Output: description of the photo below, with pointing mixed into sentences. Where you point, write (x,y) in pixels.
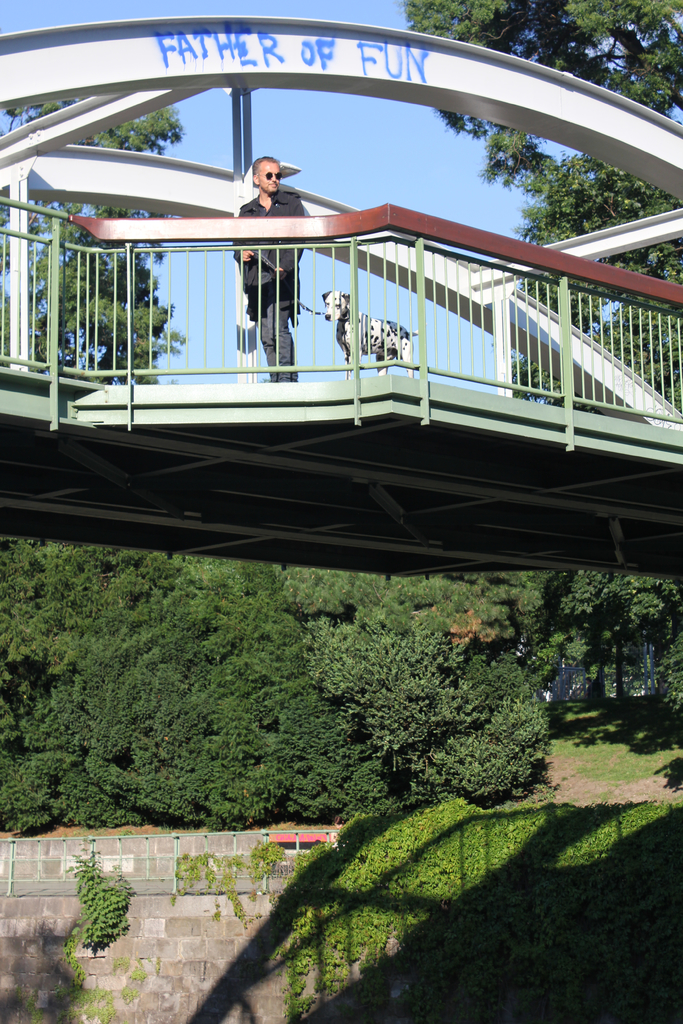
There is a man (267,276) standing on a bridge (342,467), beside him we can see a dog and we can see fence (492,269). In the background (151,147) we can see grass (587,740), wall (20,877), trees (297,808) and sky (385,189).
